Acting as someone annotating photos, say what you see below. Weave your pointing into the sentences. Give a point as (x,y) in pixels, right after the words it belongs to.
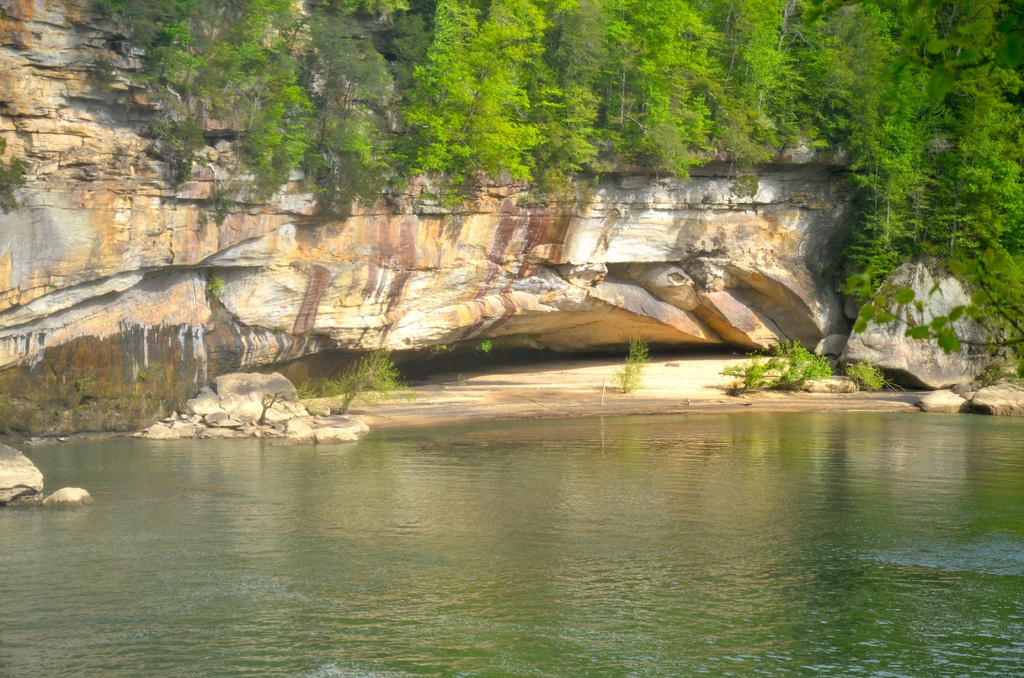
There is water (598,556). In the background (965,192), there are plants (795,348) and trees (577,11) on the hill (639,256).
